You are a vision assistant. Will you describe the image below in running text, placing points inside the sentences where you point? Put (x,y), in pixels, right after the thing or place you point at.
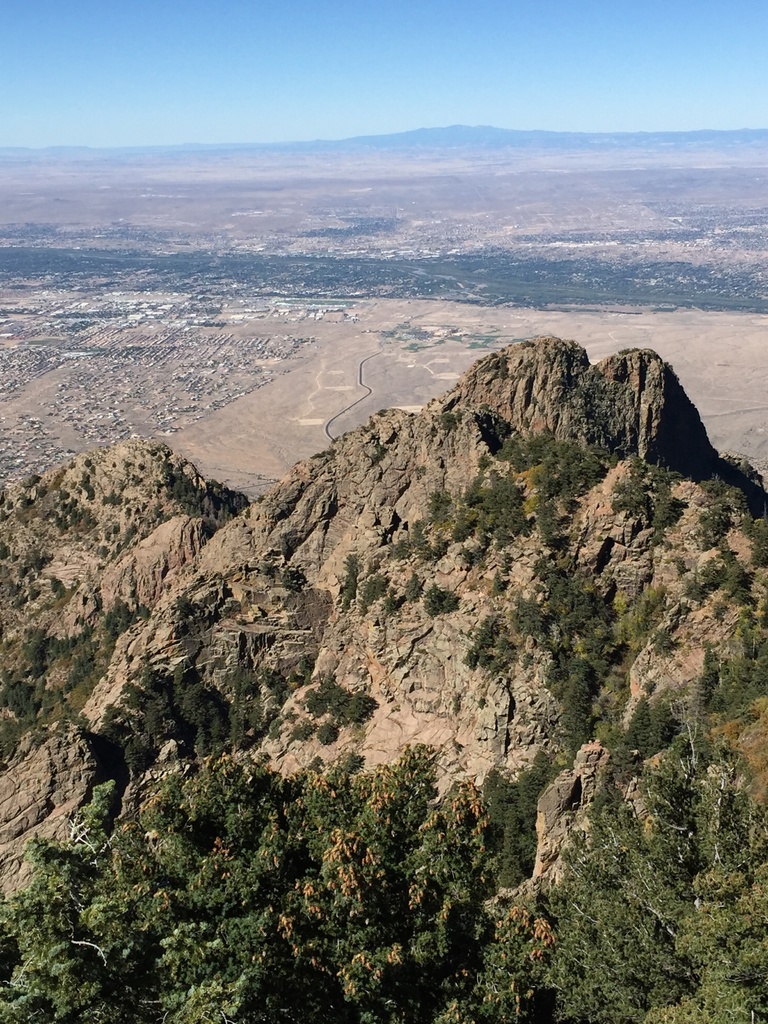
In the image in the center (502,492) we can see trees (27,571) and hill (463,724). In the background (432,162) we can see the sky (690,21), hill (109,151), ground (362,341), grass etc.
